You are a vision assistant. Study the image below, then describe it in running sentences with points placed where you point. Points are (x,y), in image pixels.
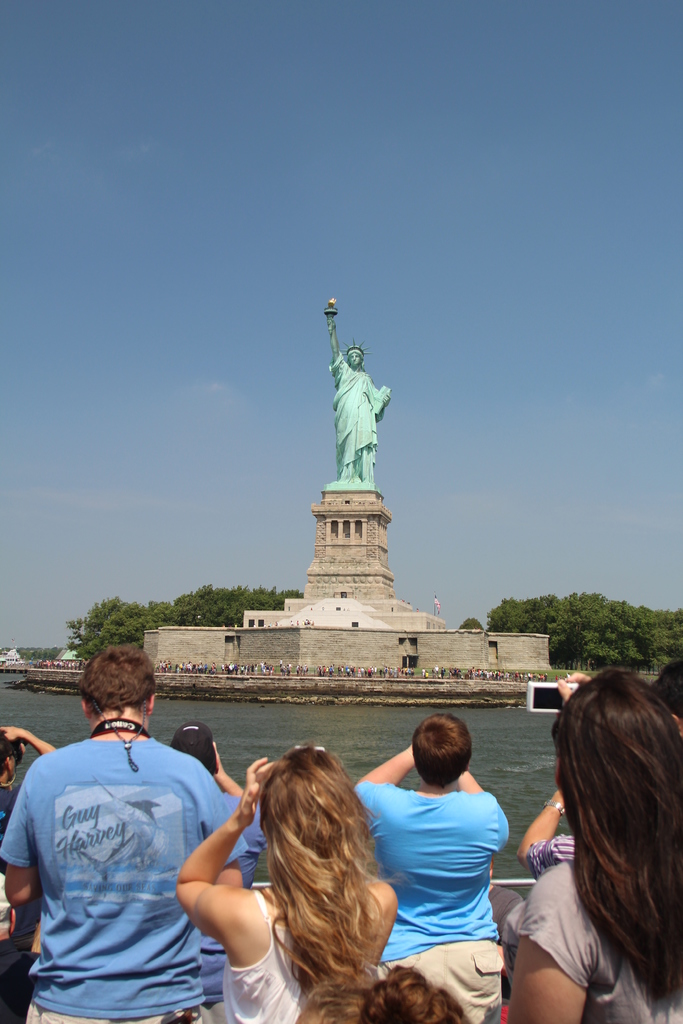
In this picture I can see the statue of liberty (350,403). At the bottom of the picture (45,988) I can see many persons (176,759) who are holding the mobile phones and cameras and taking the picture of that statue (370,437). In the background (302,728) I can see the lake (296,722), trees (659,619) and other objects (372,690). At the top (198,253) I can see the sky (211,201) and clouds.
